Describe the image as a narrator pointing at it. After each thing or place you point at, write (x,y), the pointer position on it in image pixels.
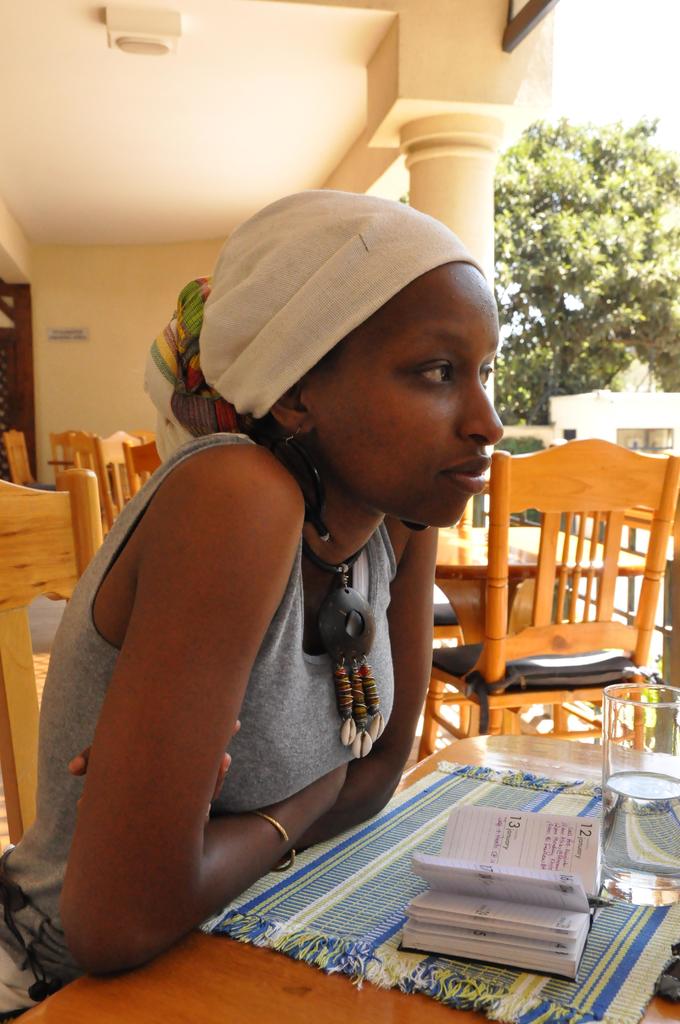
In this image there is a lady person (268,662) sitting on the chair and in front of her there is a book (597,827) and water glass (647,877) and at the top of the image (299,173) there is a roof (288,139) and at the right side of the image (582,188) there is a tree (606,369) and at the backside of the image (116,461) there are different chairs (565,546).
